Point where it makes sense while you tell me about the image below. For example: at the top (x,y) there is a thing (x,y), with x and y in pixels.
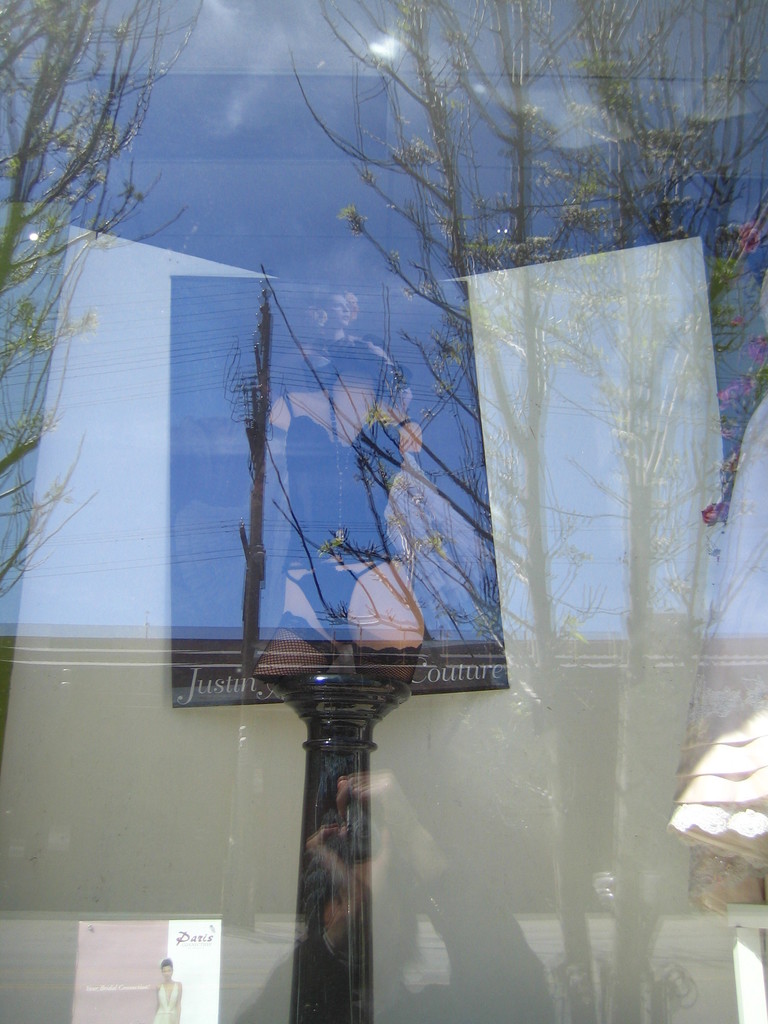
In this image there is a glass (496,569) in the middle (496,569). In the glass (502,627) we can see the reflections (263,645) of a poster (232,577) and trees (517,145). On the right side (720,668) it seems like a cloth (742,739). In the background (544,900) it looks like a curtain (579,618). On the left side (194,935) bottom there is a poster (161,1003).
